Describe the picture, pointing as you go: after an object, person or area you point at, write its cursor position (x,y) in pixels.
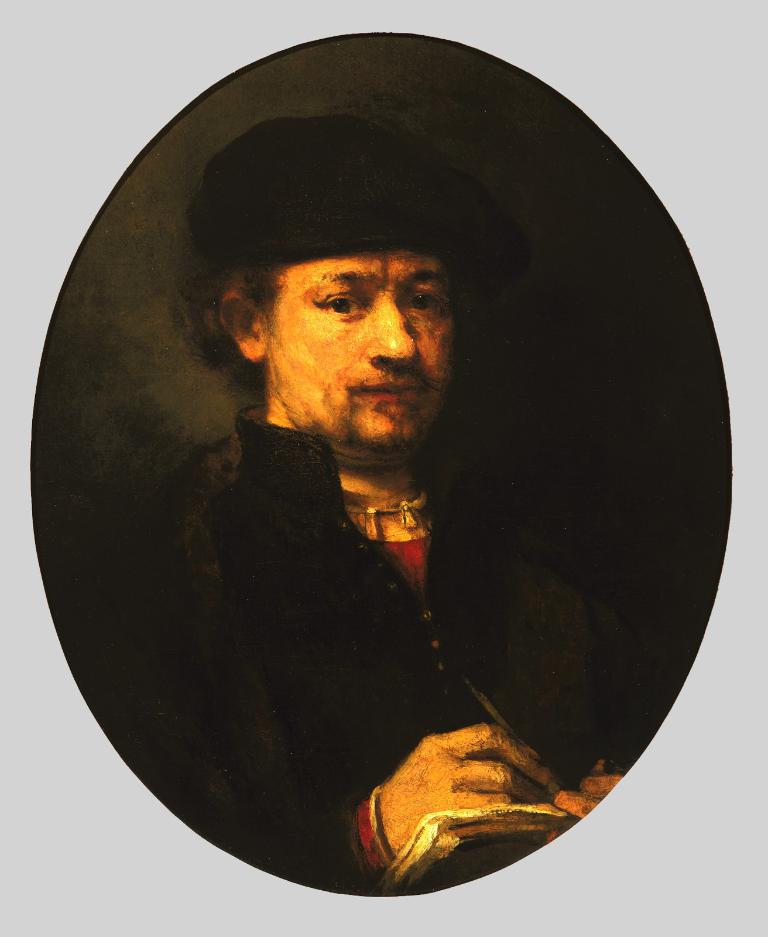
In this image there is a photo (313,383) of a person (380,562) holding a book (472,844) and a pen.
